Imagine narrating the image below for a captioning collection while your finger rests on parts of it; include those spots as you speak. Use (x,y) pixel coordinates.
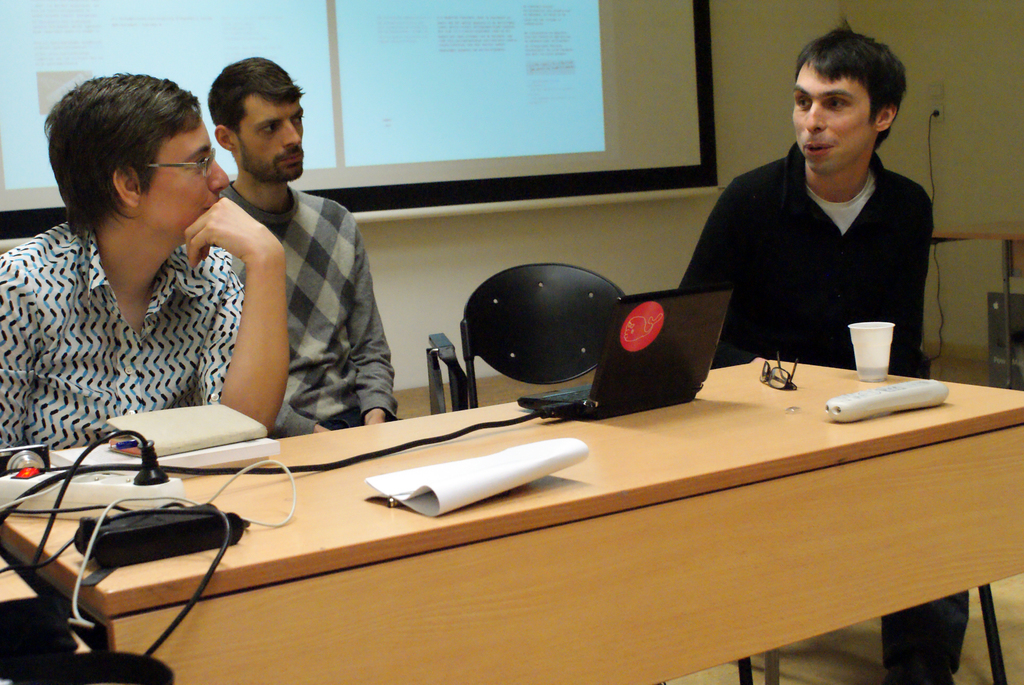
In this image i can see 3 persons (306,424) sitting on chairs (459,368) with a table (195,664) in front of them. On the table (233,495) i can see extension box (161,489) with wires (146,465) and a laptop (666,378) and a remote (845,398), a cup (870,342) and glasses (775,381). On the background (676,145) i can see wall (740,84) and a projection screen (470,65).
